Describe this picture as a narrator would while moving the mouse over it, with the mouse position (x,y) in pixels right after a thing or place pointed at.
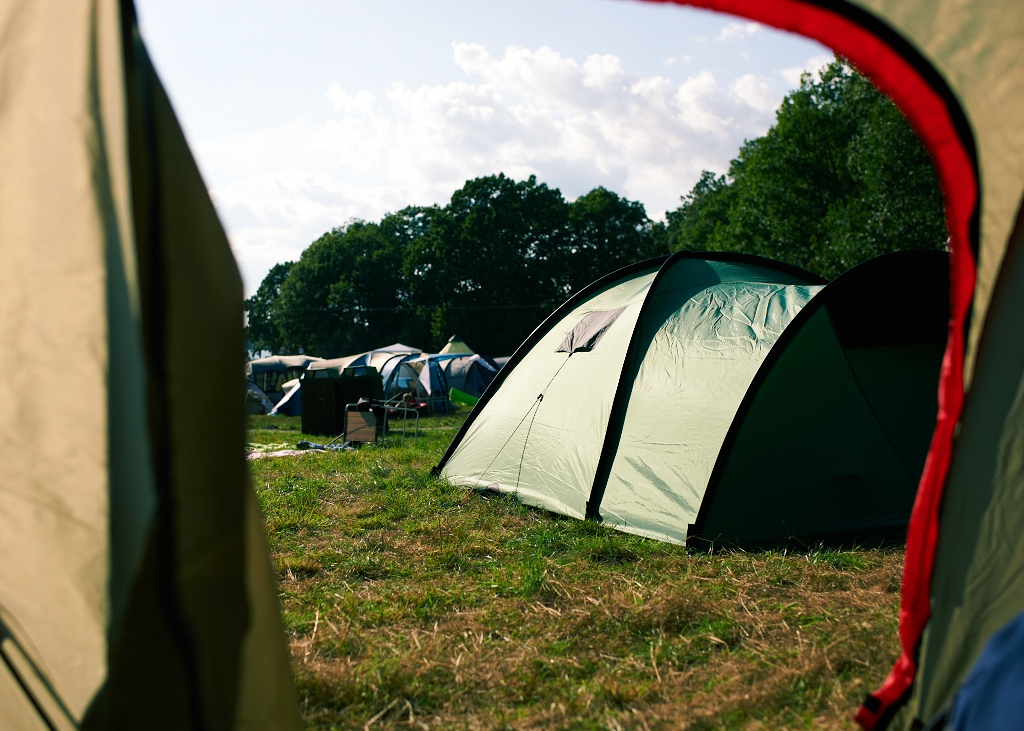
In this image I can see the picture from inside of the tent (958,30). I can see some grass (546,633) on the ground (546,633), a tent (662,454) which is green in color and few other objects (368,418) on the ground (318,461). In the background (389,378) I can see few other tents (451,355), few trees (465,297) which are green in color and the sky (407,151).
